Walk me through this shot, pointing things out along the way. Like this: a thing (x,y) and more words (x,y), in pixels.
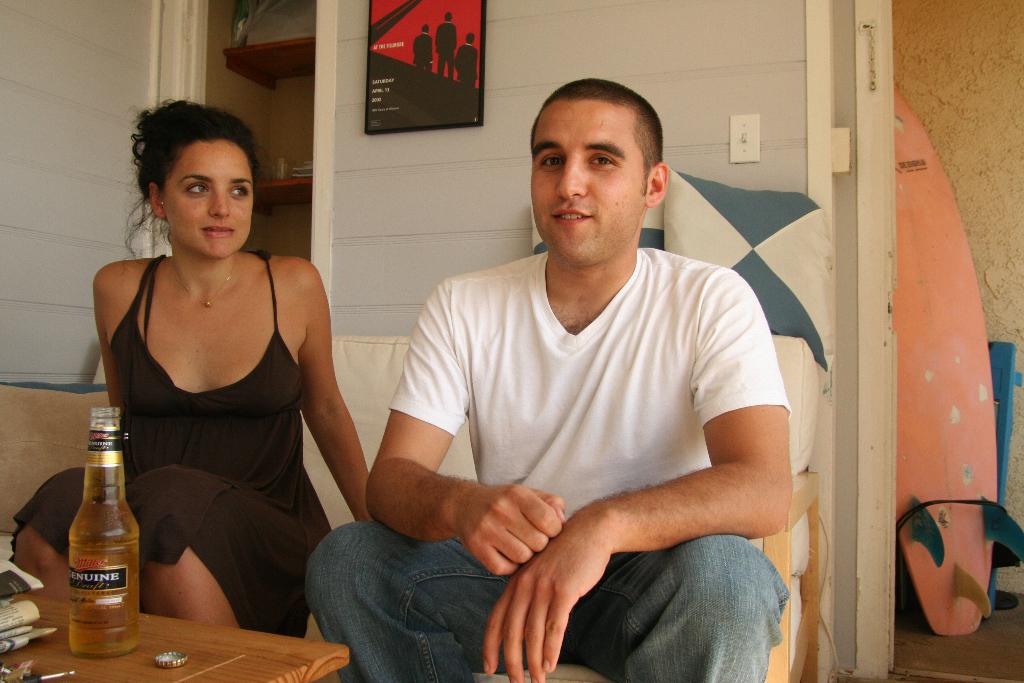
In the center (515,378) we can see one man (526,445) and beside him we can see one woman (235,376) they were sitting on the couch (337,520). In the left corner (98,572) we can see the bottle (95,605) on the table (192,641). And coming to the background (528,46) we can see there is a wall (657,65).
